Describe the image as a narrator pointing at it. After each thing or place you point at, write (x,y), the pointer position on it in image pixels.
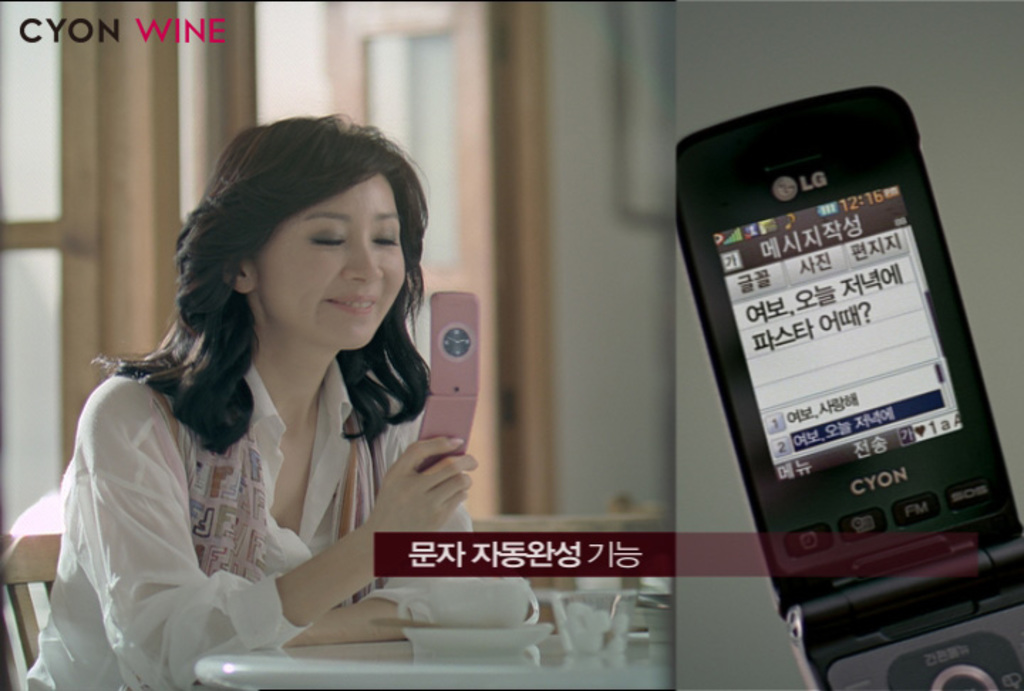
In this picture we can see woman (195,422) sitting on chair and smiling and holding mobile (473,342) in her hand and in front of her there is table (643,656) and on table (548,676) we can see bowl (618,635) and in background (267,23) we can see door (379,77), wall (598,147) and this is poster (796,86).
